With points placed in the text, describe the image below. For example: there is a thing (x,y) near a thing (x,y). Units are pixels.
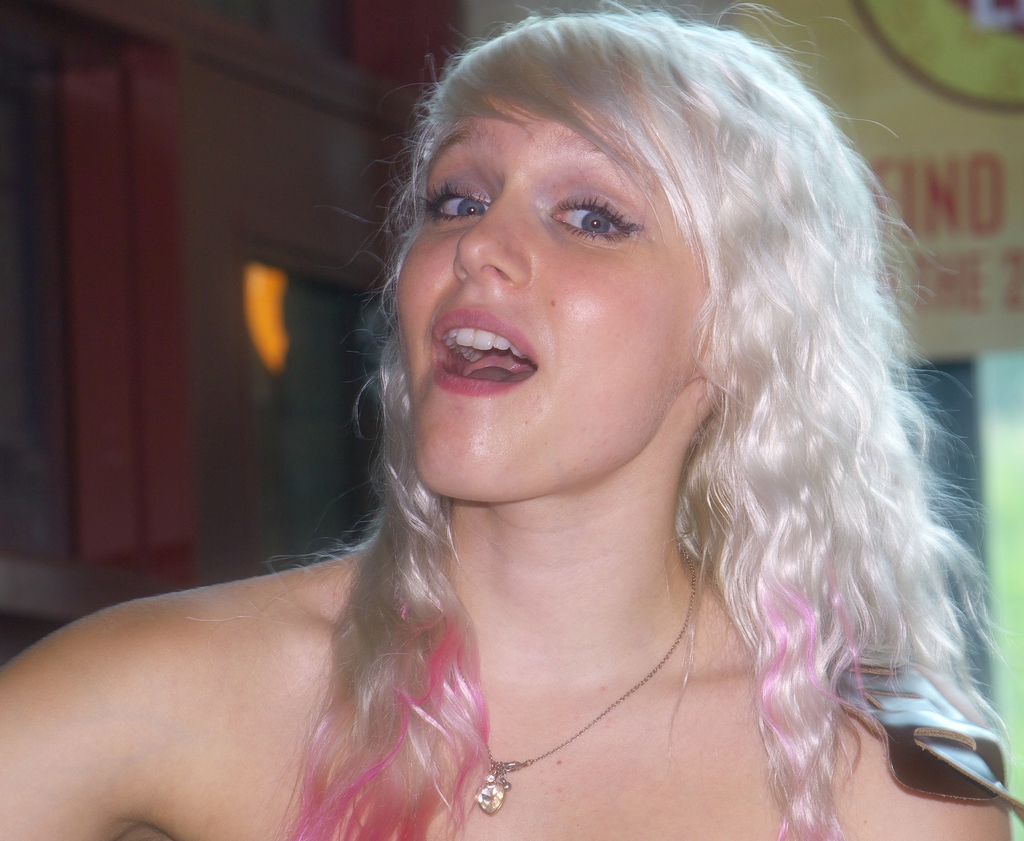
In this picture, I can see a women (544,420) singing and wearing a locket (543,755) after that i can see her hair (414,583) is colored with pink behind her. They are two buildings (233,385) towards left (270,300) i can see a light (264,325) which is glowing.
